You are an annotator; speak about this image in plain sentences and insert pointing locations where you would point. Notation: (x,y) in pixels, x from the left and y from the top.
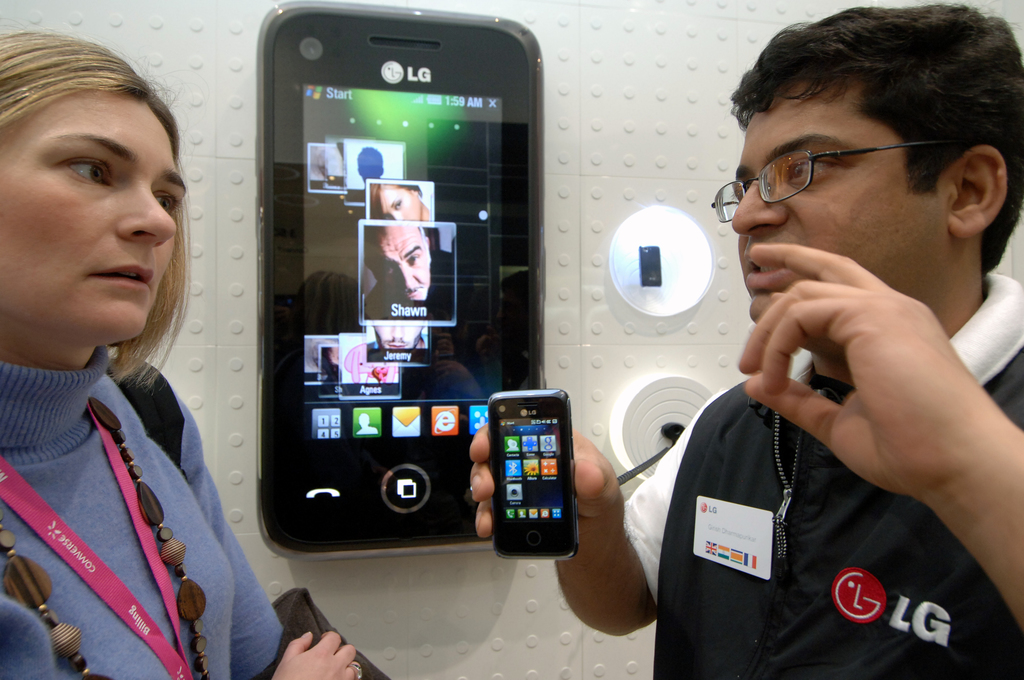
This is the picture of a guy (805,142) who is holding the phone (563,442) and there is a lady (115,402) in front of him and in between them there is a poster (306,532) of a phone (306,532) to the wall (293,571).
